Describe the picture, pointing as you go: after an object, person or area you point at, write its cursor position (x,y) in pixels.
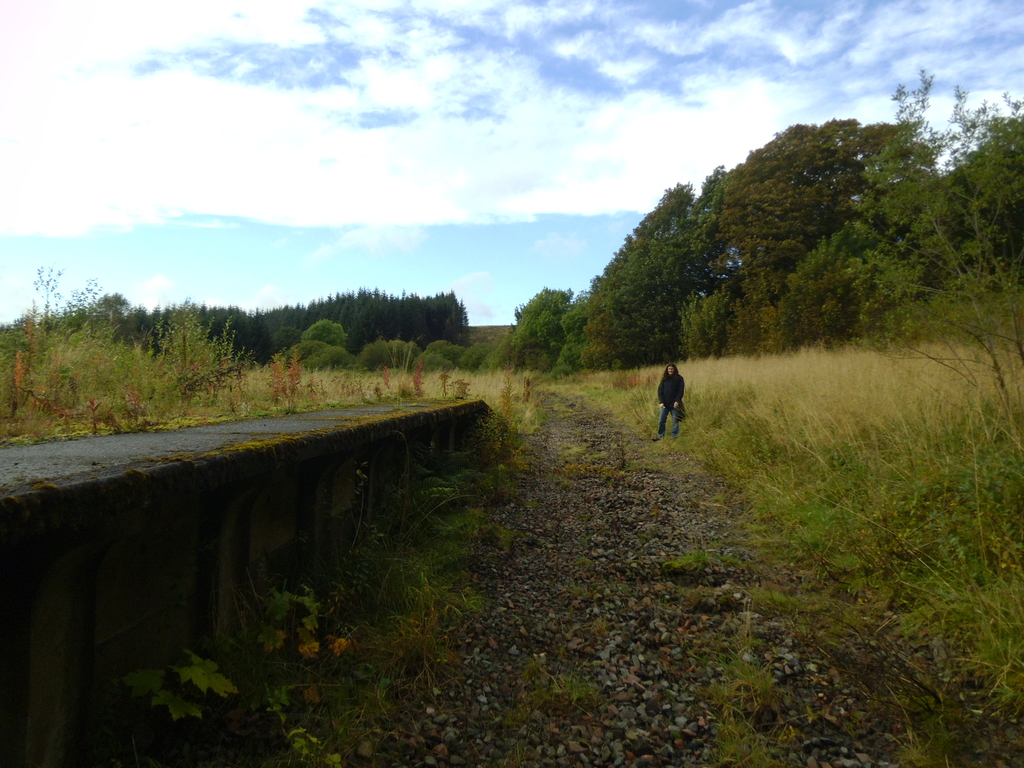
In the image there is a person (673,379) standing in the middle (680,433) on the land (404,379) covered with plants (478,367) and trees (746,322) all over the place and above its sky (485,91) with clouds (709,69).
